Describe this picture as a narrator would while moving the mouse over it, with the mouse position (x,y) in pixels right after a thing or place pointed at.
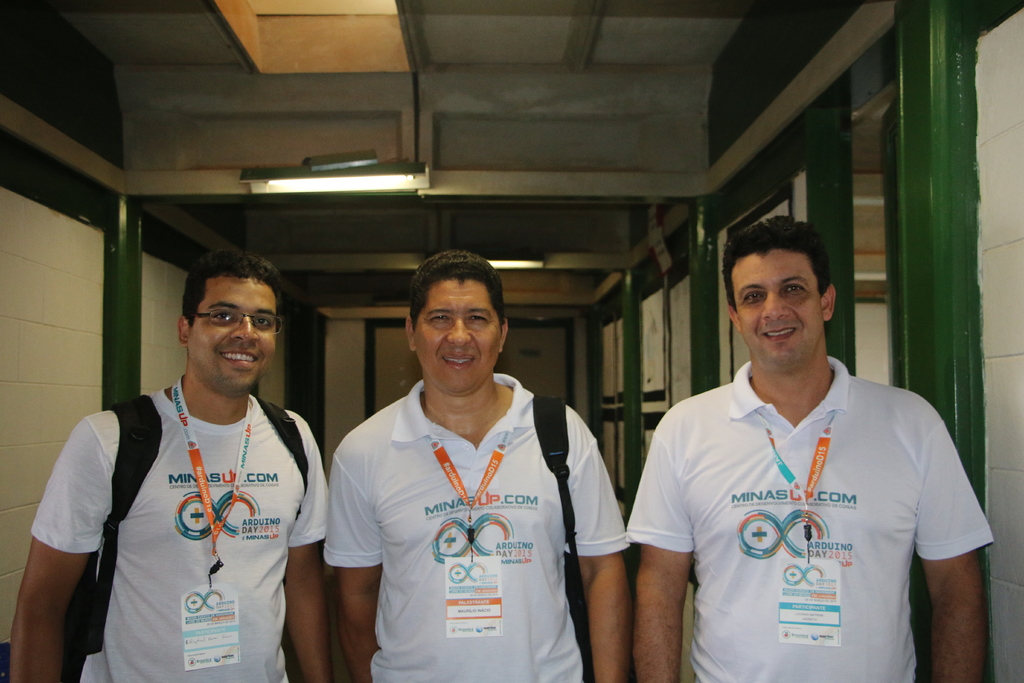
In this image we can see some persons (612,504) with identity cards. In the background of the image (629,341) there are walls (346,342), doors (548,353) and other objects (908,253). At the top of the image (479,163) there is the ceiling (470,96) with light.
